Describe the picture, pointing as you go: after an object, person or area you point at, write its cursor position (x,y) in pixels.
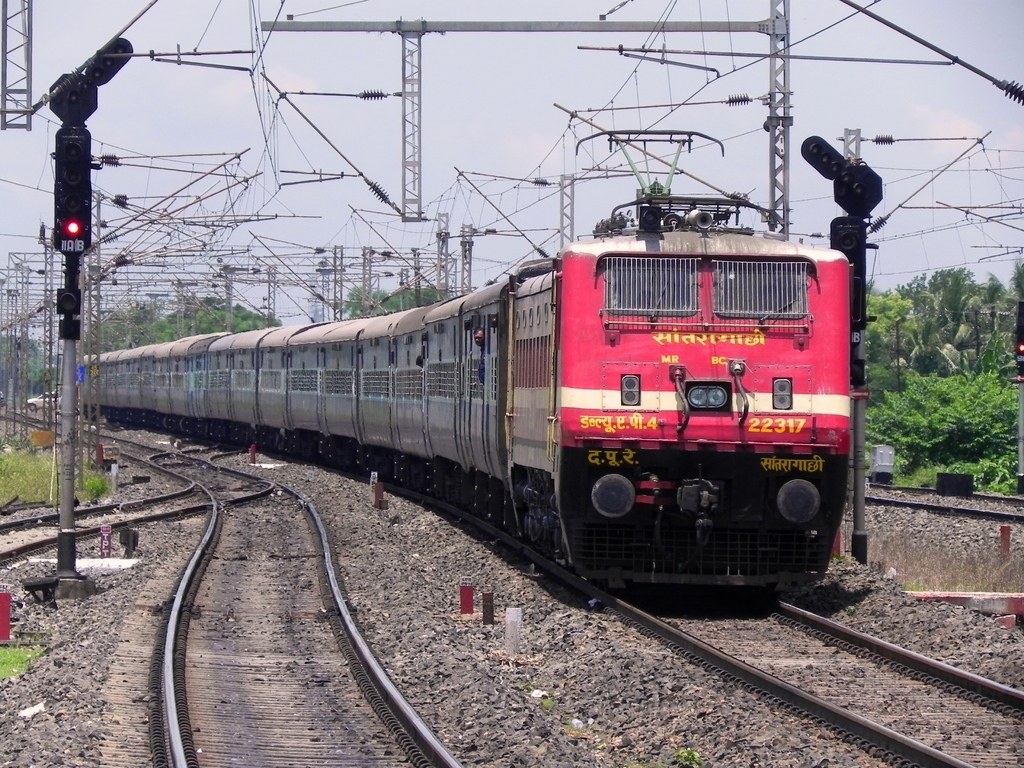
In this picture, we see the train (623,331) in blue and red color is moving on the tracks (763,607). At the bottom (472,673), we see the railway tracks (413,711) and stones (515,714). On the left side (86,87), we see the signal pole (69,95). On the right side (880,361), we see the grass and the trees (956,432). There are electric poles (403,214) and trees (911,403) in the background (262,259). At the top (261,58), we see the sky (444,117).
